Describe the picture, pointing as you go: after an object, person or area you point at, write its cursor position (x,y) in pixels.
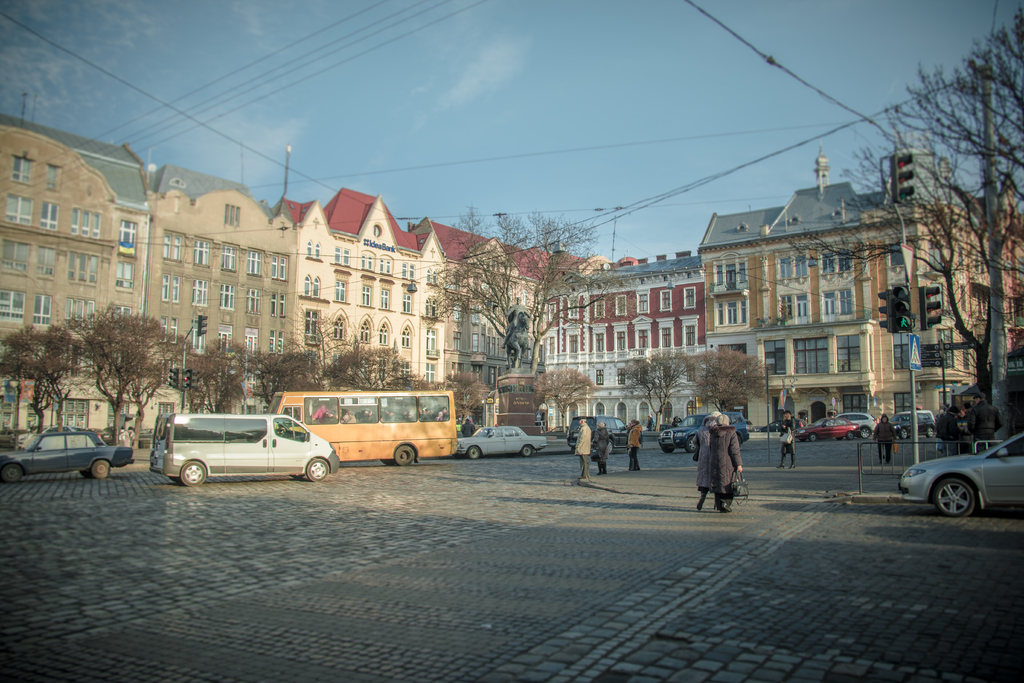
In this picture I can see there are few vehicles (522,448) moving, there are few people (723,462) walking, in the backdrop (536,349) there is a statue (526,323), there are trees (549,310) and there is a building (586,289) with windows (232,304) and the sky (404,193) is clear.
